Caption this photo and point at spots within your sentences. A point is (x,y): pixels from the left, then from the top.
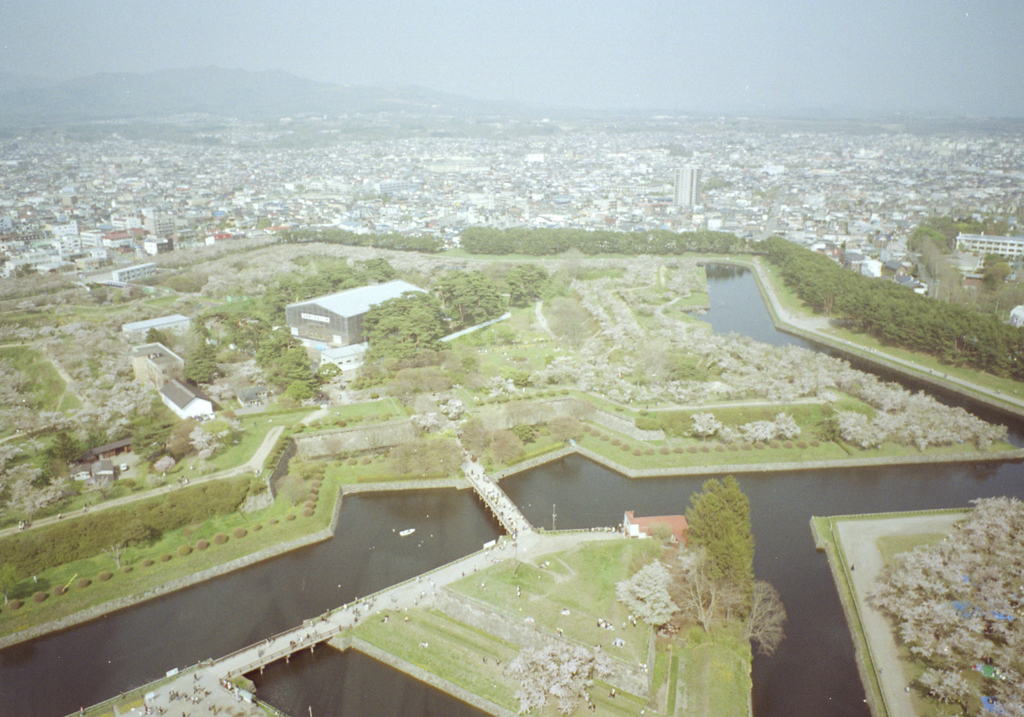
In this image we can see some buildings (202,402), trees (202,443), people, water (525,486), grass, mountains (281,131) and a bridge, in the background (462,43) we can see the sky (455,44).
